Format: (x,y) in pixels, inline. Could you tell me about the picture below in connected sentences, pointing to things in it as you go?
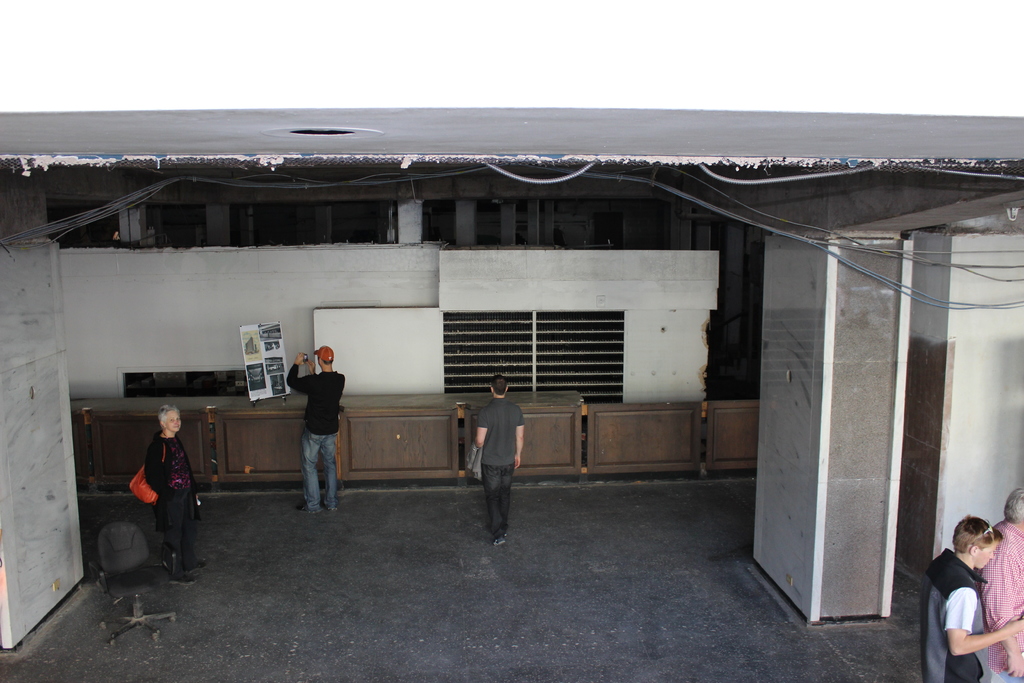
In this image at front (180,564) people (502,487) are standing on the floor (585,531). At the background (458,314) there is a building (706,312).
